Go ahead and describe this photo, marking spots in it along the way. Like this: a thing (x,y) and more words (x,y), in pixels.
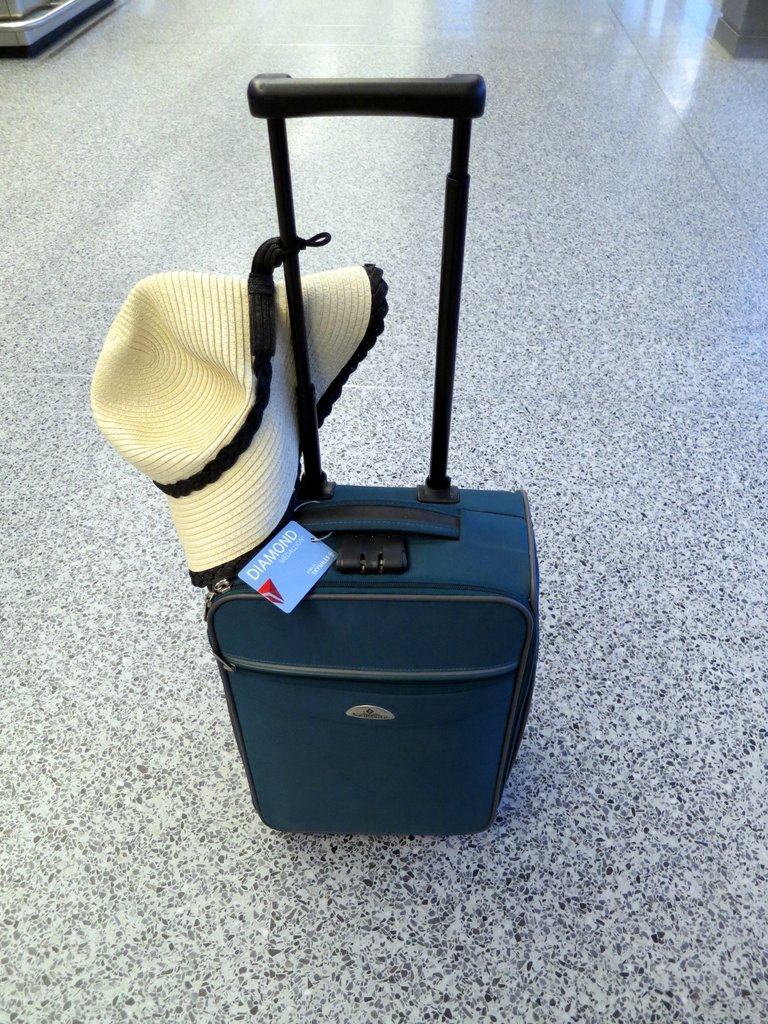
In this picture we have a bag (410,658) and Cap (254,466) is attached to it these are placed on a Floor (736,193).
